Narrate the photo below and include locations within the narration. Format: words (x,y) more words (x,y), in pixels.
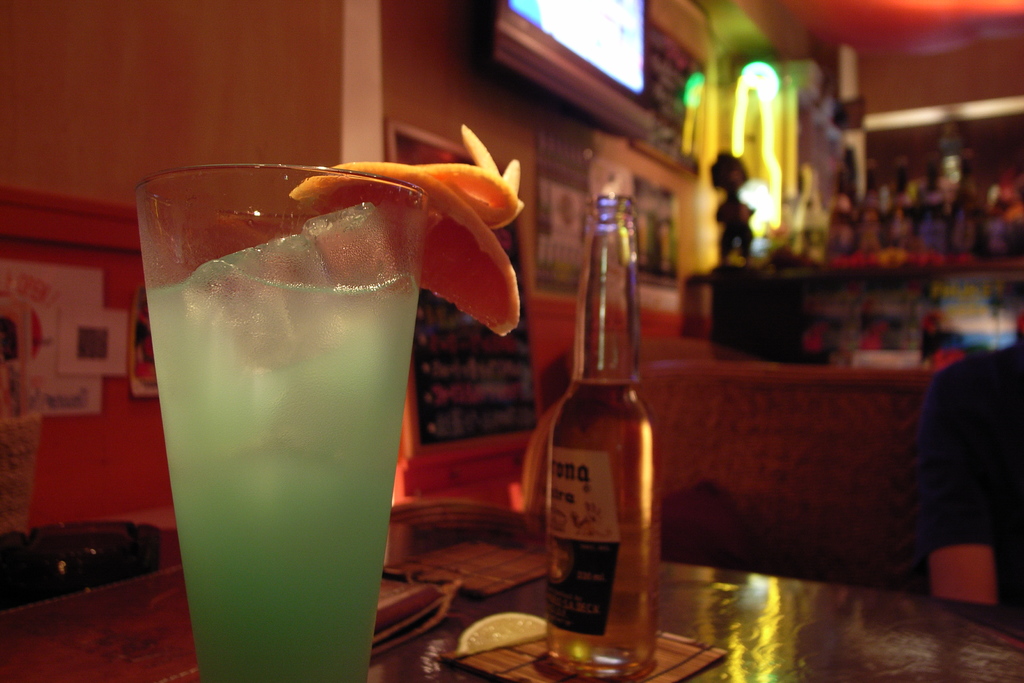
The picture is taken inside a room (146,143). In the foreground (281,368) there is glass (304,526) with drink (339,266) there is a bottle (583,405) beside it, there is a slice of lemon (490,627). These all are on a table (178,655). In the right side (992,504) some part of a man (978,503) is visible. In the background (838,216) there are many bottle (893,225). There is a screen (536,64) mounted on the wall (474,85).
